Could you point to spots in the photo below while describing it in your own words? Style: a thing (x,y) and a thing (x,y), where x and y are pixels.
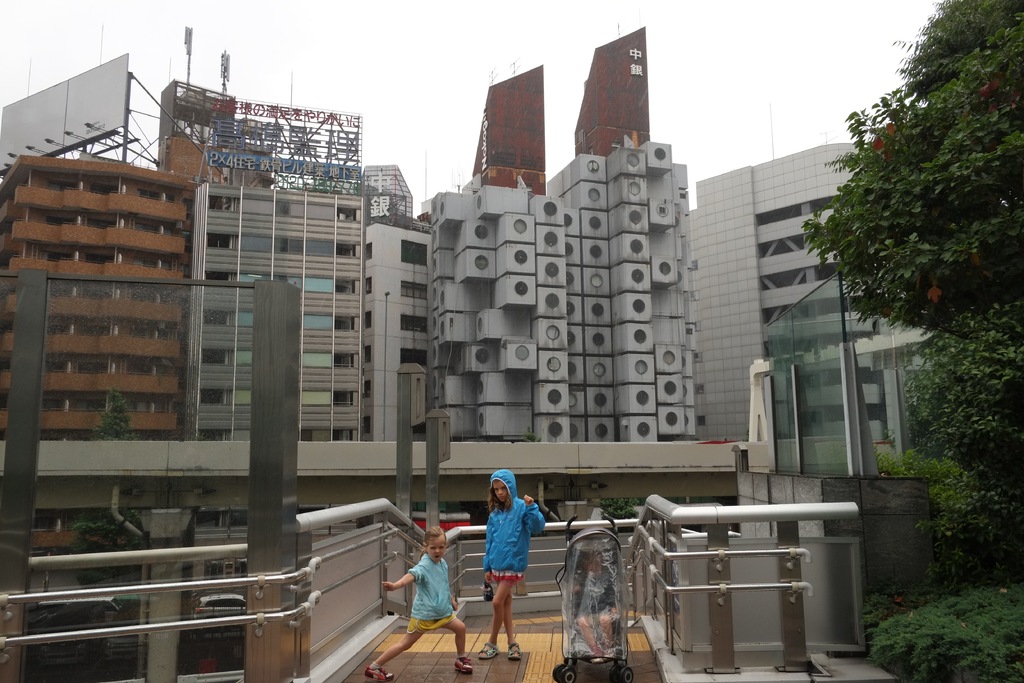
In the foreground (419,554) I can see three persons (492,550) on the floor (638,627), fence (651,574), trees (1008,553) and plants (909,592). In the background (370,320) I can see buildings (511,349), windows (336,287), metal rods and the sky (415,115). This image is taken may be during a day.
